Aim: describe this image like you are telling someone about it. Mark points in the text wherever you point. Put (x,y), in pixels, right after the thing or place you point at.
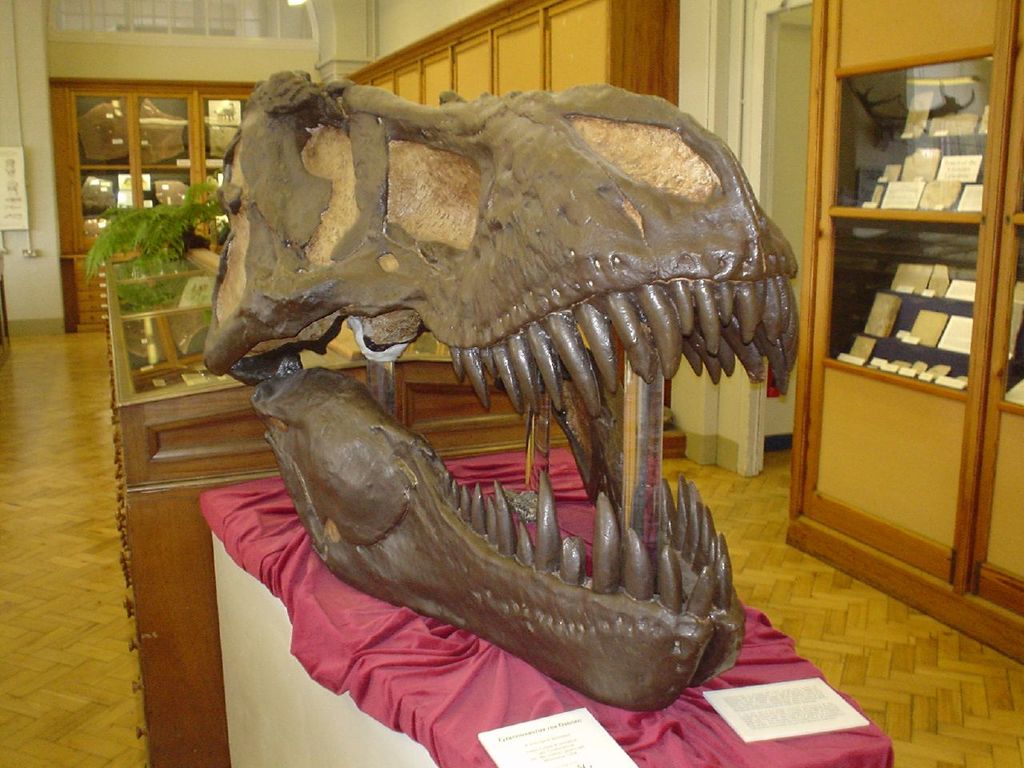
In front of the image there is an artifact (451,273) with some descriptive notes (596,729) on a table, behind that there are some artifacts (89,131) on the glass display (972,267), on the right side of the image (773,124) there is a door (767,42) and there are pipes (23,72), metal rod windows (83,12) and some objects (22,228) on the wall (32,274).
